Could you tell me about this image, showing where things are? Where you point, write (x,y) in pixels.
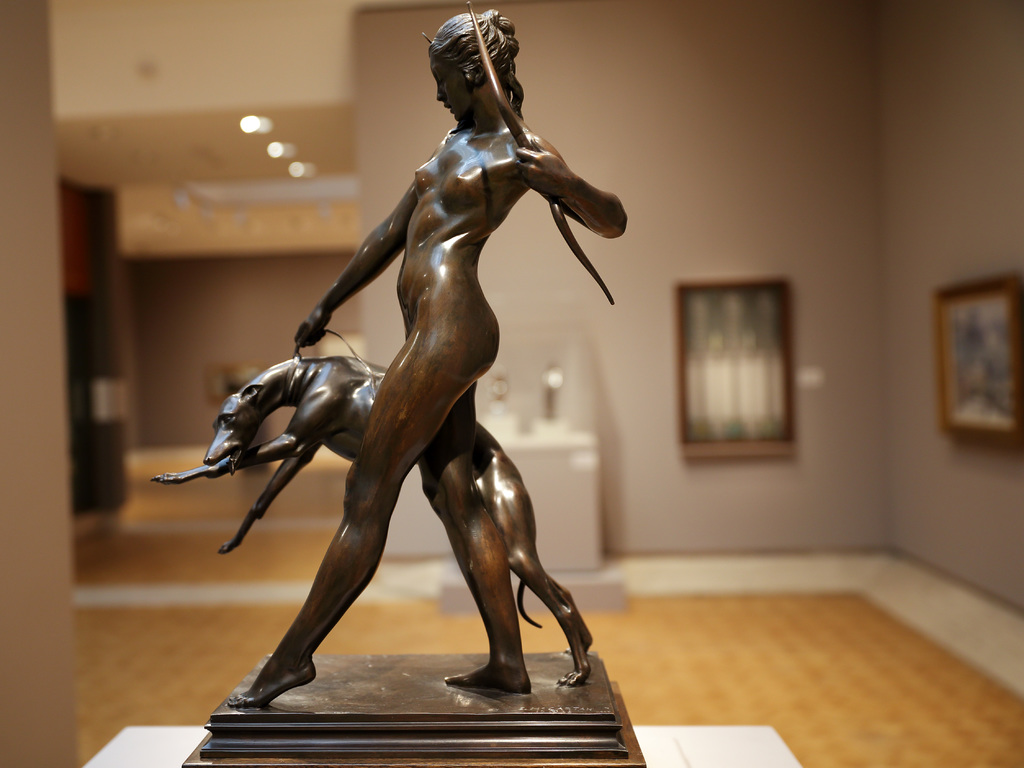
In this image, we can see sculpture (508,684) with stand (439,706) on the white surface (710,762). Background (195,616) there is a blur view. Here we can see wall (665,398), photo frames (725,387), floor (304,517), ceiling (238,175), lights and some objects (542,395).
